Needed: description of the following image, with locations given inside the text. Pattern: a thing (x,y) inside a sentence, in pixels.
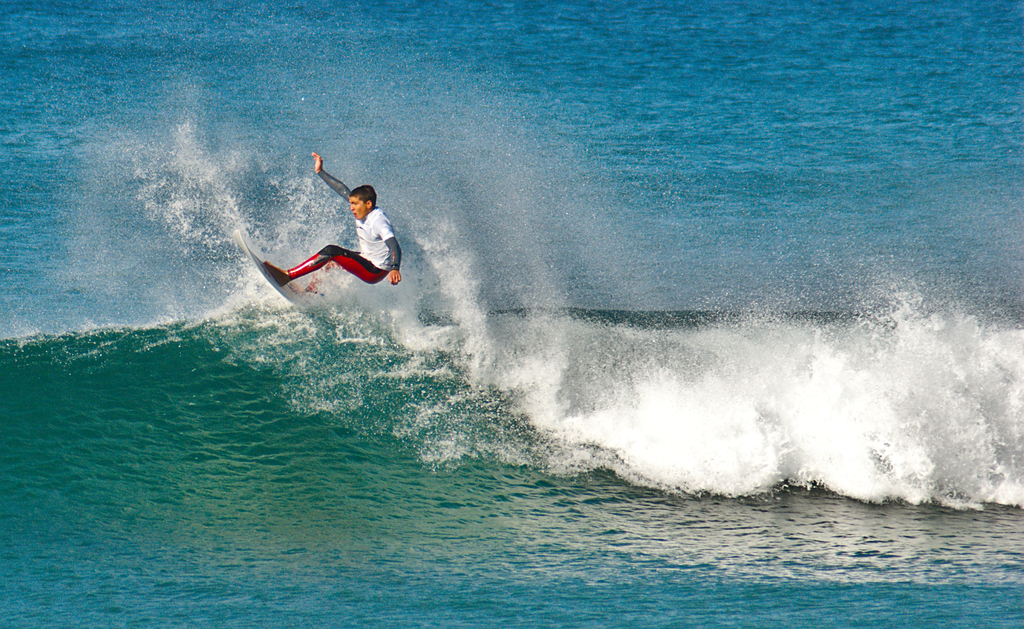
In this image, we can see a person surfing on the water (496,368).
